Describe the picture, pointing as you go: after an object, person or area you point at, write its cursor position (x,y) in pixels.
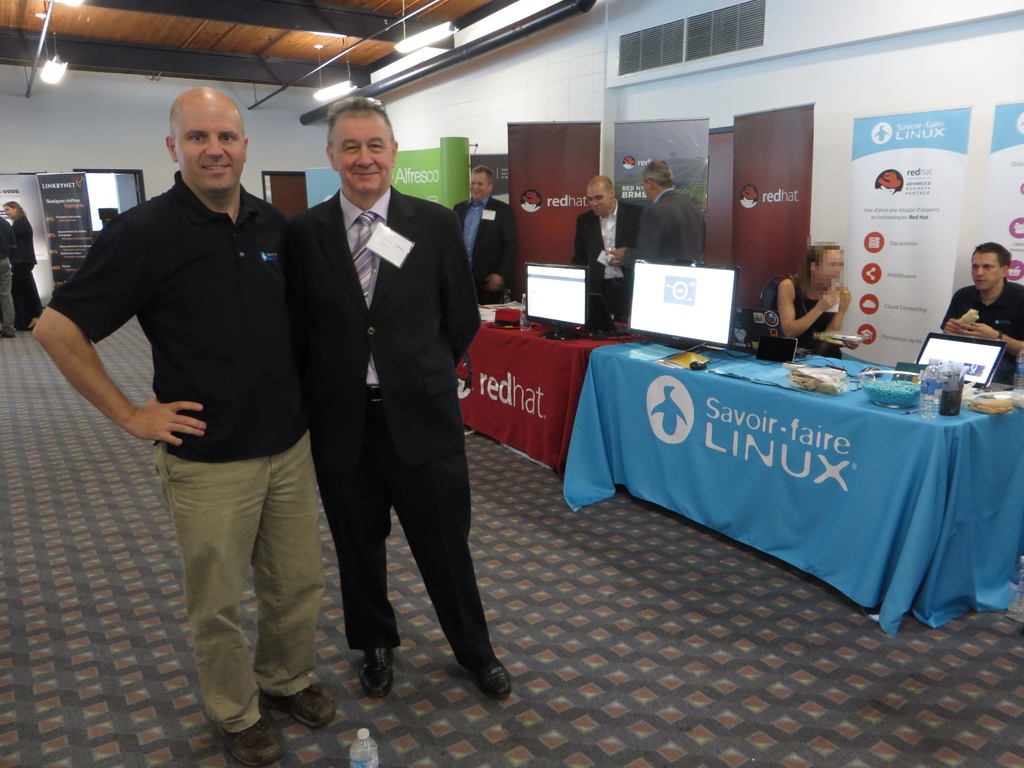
In the center of the image (373,449) we can see two men (301,462) standing on the floor (95,663). On the right side of the image (711,483) we can see tablecloths (481,405), monitors (570,307), persons (965,335) and some food items (809,386). In the background (796,231) we can see doors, wall (36,125), advertisement (523,156), air conditioner (745,43) and lights (431,38). At the bottom (362,754) there is a water bottle (350,758).
